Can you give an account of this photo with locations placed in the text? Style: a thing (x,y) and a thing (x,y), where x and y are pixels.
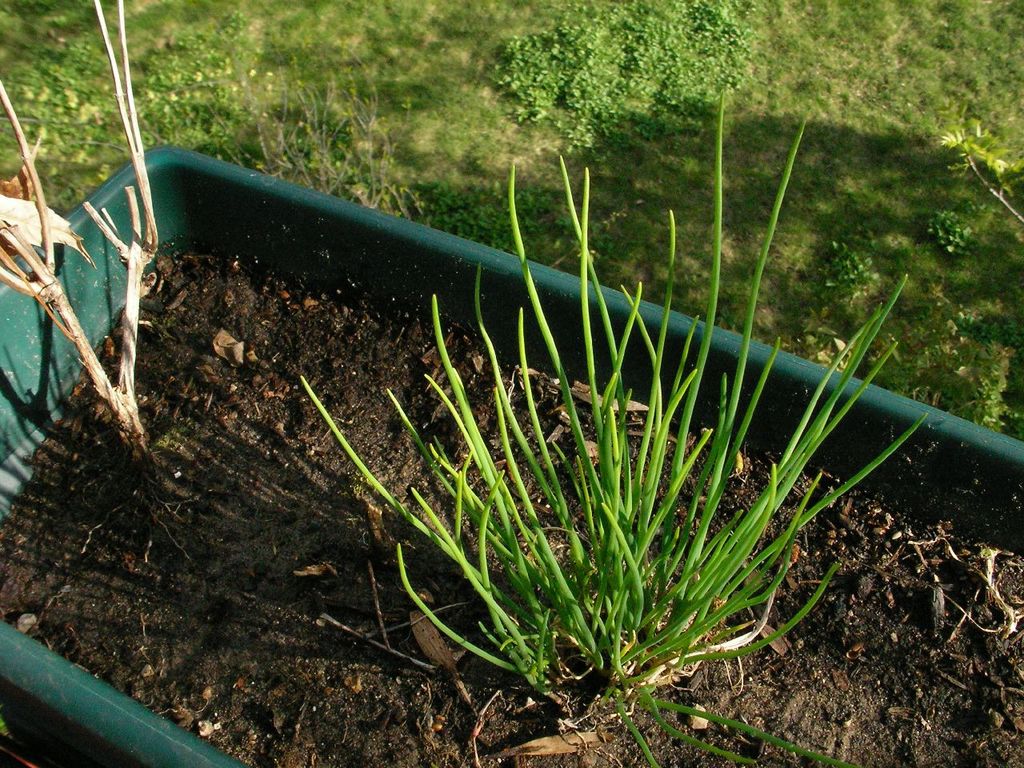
There is a plant (567,606) in a green tub (16,698). Behind that there is grass (438,54).
